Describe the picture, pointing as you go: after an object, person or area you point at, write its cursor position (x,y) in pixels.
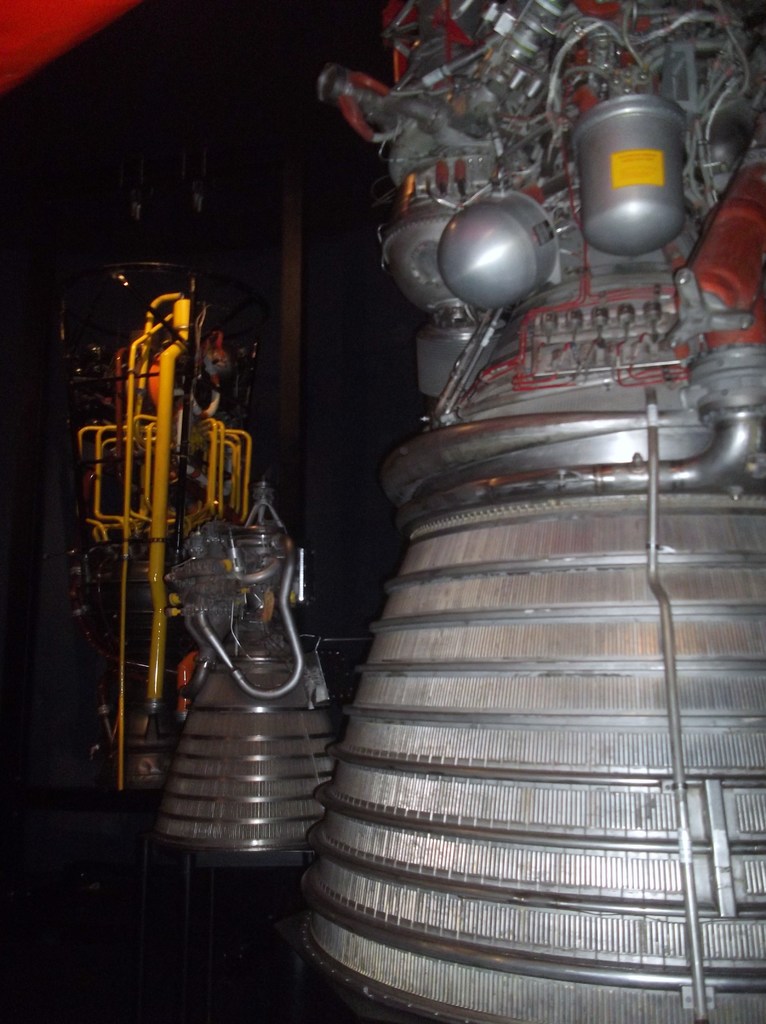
In this image, we can see some metallic objects (460,717). We can also see a yellow colored object (161,550) and the wall (163,130).
